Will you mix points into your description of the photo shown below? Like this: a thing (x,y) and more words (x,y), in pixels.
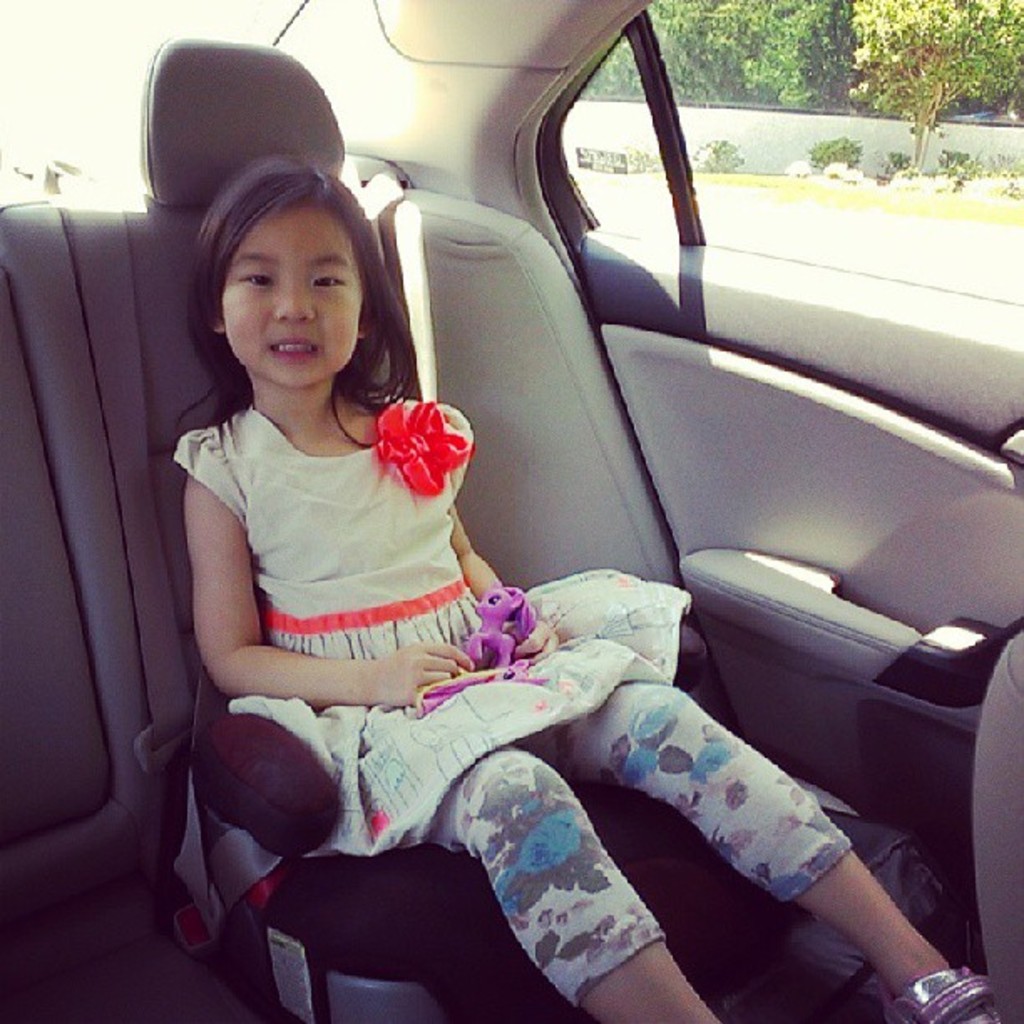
This is an image inside the car (159,607) where a girl (372,673) is sitting on the seat (176,635). In the background (678,31) we can see few trees (769,88).
